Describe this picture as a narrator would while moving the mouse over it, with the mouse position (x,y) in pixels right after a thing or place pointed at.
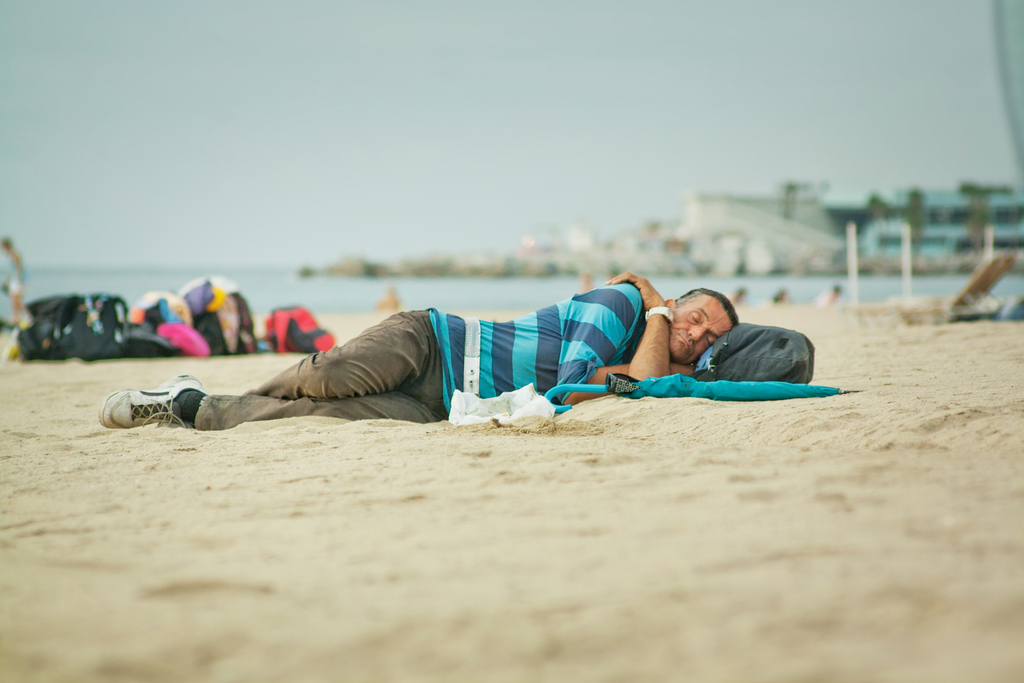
In this picture I can see a man (469,385) laying on the ground (409,605) and I can see a bag (761,359) and an umbrella (732,387) on the ground (698,414) and I can see few bags (226,332) on the left side (255,296) and buildings (791,222), I can see water (226,267) and human (12,272) standing on the left side of the picture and a cloudy sky (487,136).
